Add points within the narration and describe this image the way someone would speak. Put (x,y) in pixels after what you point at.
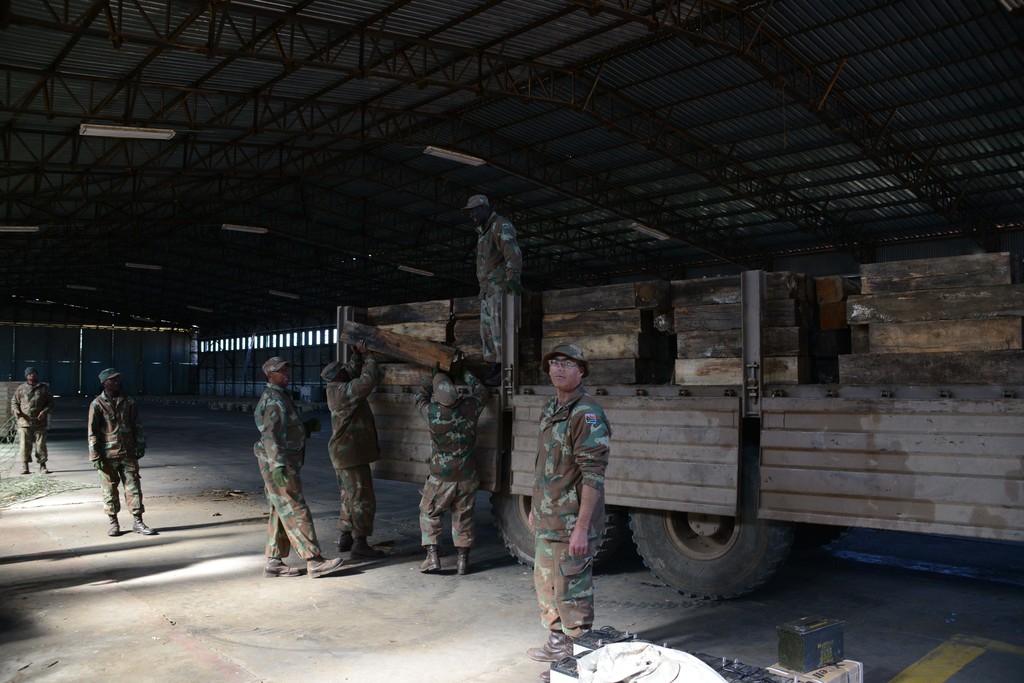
In this image we can see there are some people (115,392) standing and some are holding wooden sticks (447,373). On the right side (791,428) there is a vehicle (876,418) loaded with wooden sticks (800,306). On top of the image (537,176) there is a ceiling (225,109).
